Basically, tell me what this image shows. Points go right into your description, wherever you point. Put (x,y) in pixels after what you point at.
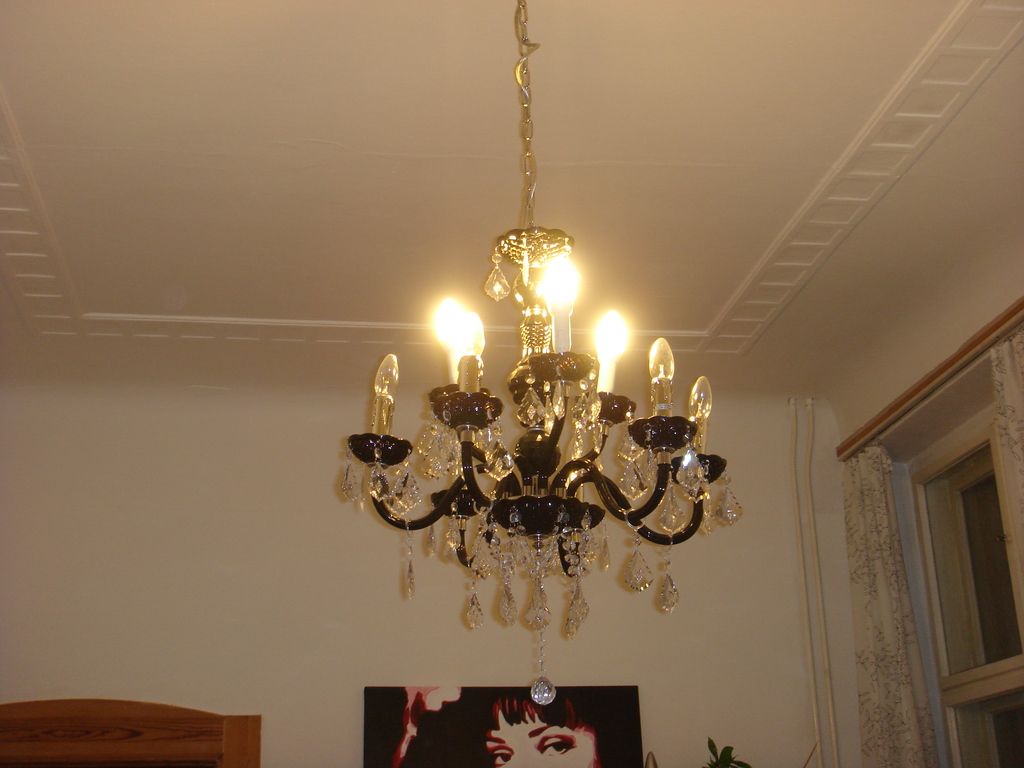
In this image we can see a chandelier (440,312) tied to the roof (611,46), there is a photo frame (528,726) on the wall (665,659), there is a houseplant (729,751), there is a wooden object (130,720), also we can see the window (990,532), and curtains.
